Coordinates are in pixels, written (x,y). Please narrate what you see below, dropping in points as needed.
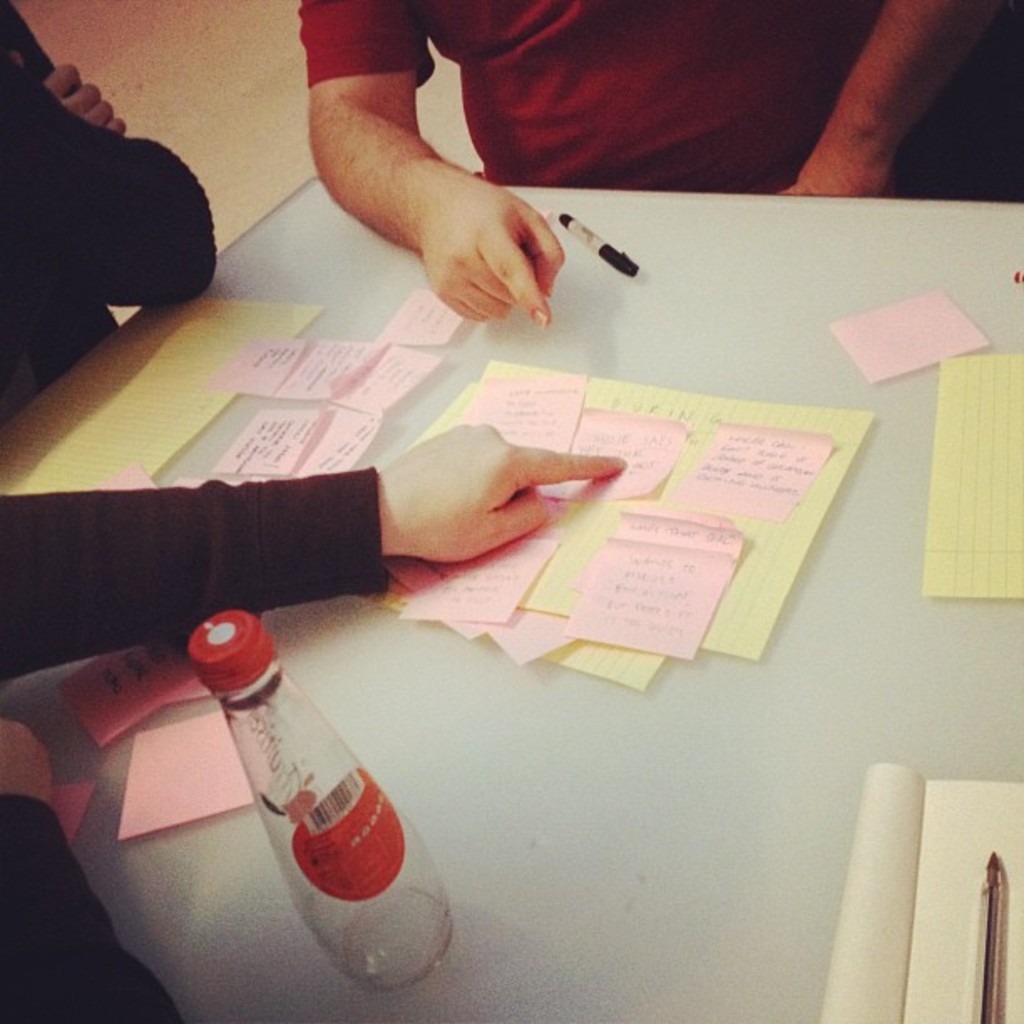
In the middle (658,535) there is a table (721,355) on that table (499,938) there is a bottle (338,881), paper (695,430), book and pen (592,243). At the top (615,83) there is a man (563,81) he wear red t shirt (407,45). On the left (43,198) there is a person (92,229).
